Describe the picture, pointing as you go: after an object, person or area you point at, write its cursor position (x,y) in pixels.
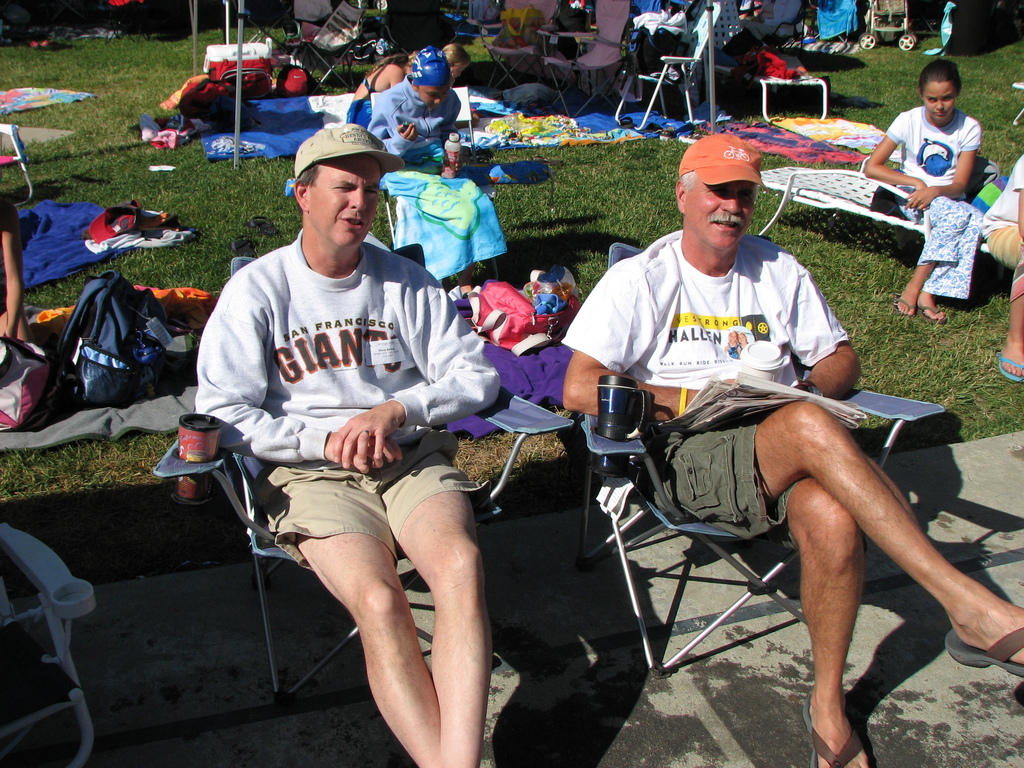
In front of the picture, we see two men (577,379) are sitting on the chairs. They are posing for the photo. The man (789,373) on the right side (717,403) is holding the papers (744,401) in his hand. At the bottom (512,668), we see the road (110,687). On the left side (26,549), we see a chair (9,551). Behind that, we see the sheet (97,415) on which a bag (80,373) and the clothes (55,329) are placed. Behind that, we see the cloth (55,256) in blue color. We see the grass (220,241). In the middle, we see a girl (395,111) is sitting on the chair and she is holding a mobile phone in her hands (413,125). Behind her, we see two women (399,60) are sitting on the grass (581,157). Beside that, we see the clothes (335,119) in white, red, blue and yellow color. On the right side (935,206), we see a girl (911,185) is sitting on the beach bed (850,196). In the background (750,54), we see the chairs (597,44) and the clothes (769,57) in pink, white and blue color.
